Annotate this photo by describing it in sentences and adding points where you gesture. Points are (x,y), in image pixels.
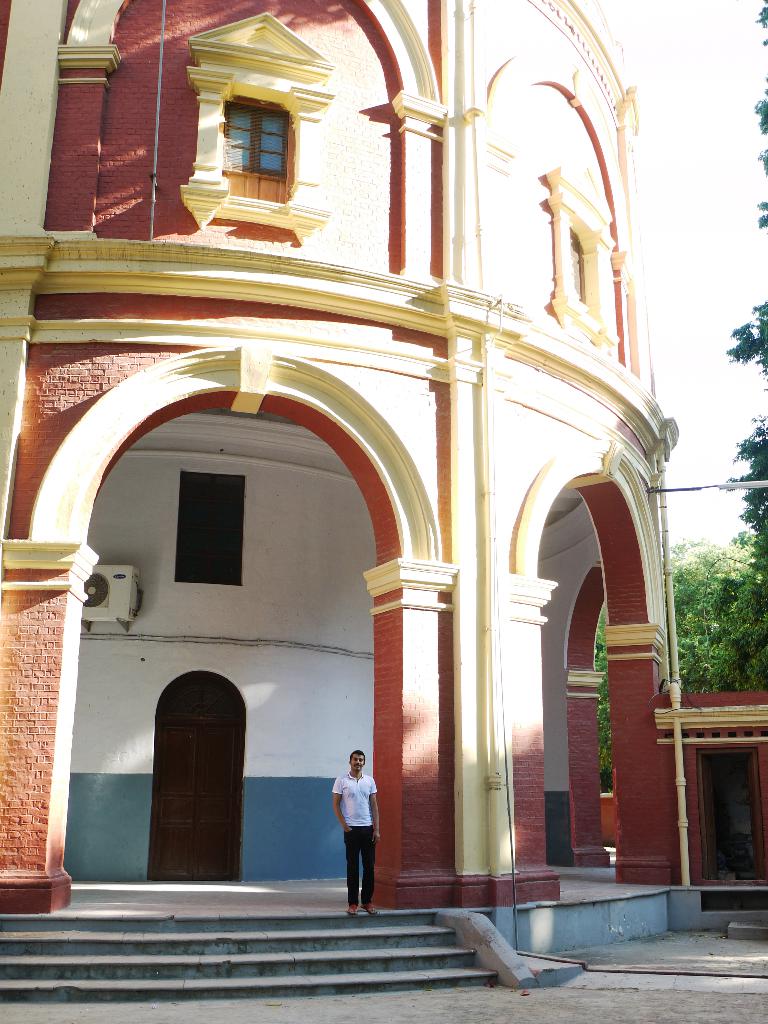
In this picture there is a building (385,350) in the center of the image (357,362) and there are stairs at the bottom side of the image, there is a man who is standing in the center of the image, there are trees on the right side of the image (752,309).
